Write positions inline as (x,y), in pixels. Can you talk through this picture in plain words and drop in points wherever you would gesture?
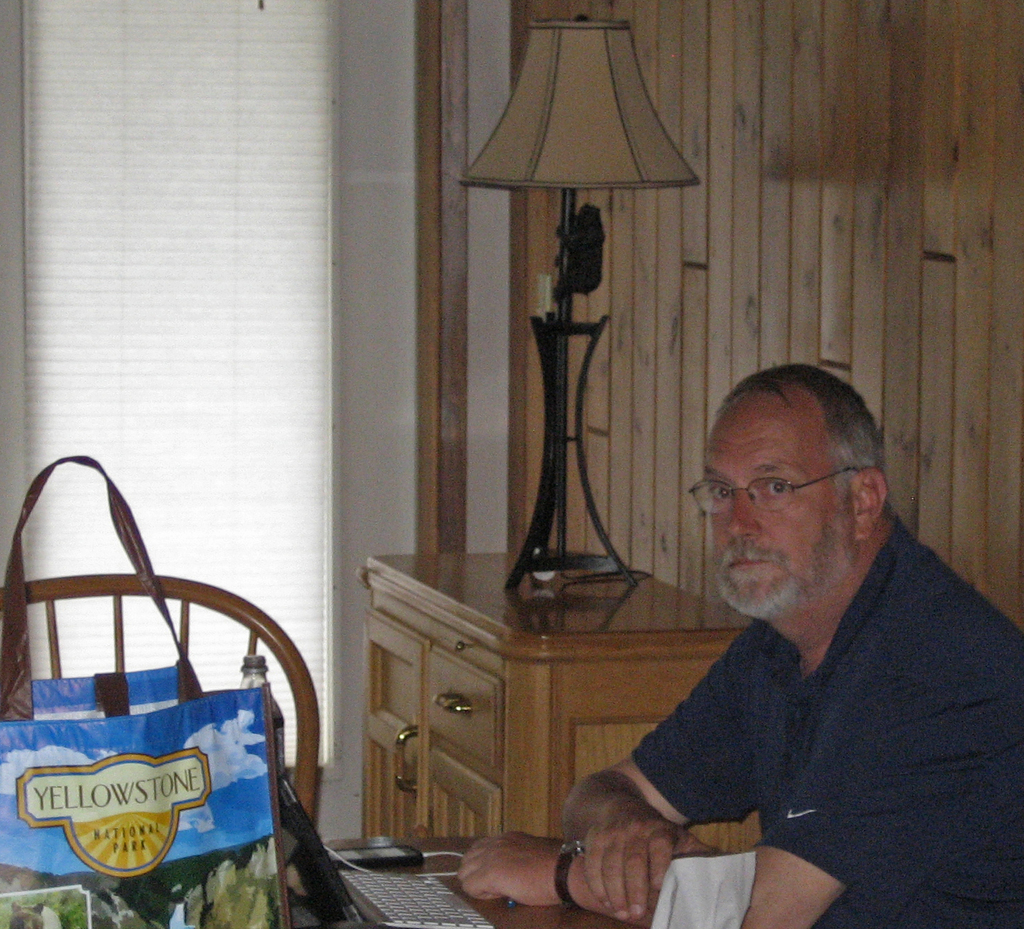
In this image i can see a man (692,694) sitting in front (456,909) there is a bag (263,814), a key board (432,890), a bottle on a table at the back ground (388,659) i can see a cup board (516,645), a lamp (563,272), a wooden wall (807,183) and a window (132,95).
